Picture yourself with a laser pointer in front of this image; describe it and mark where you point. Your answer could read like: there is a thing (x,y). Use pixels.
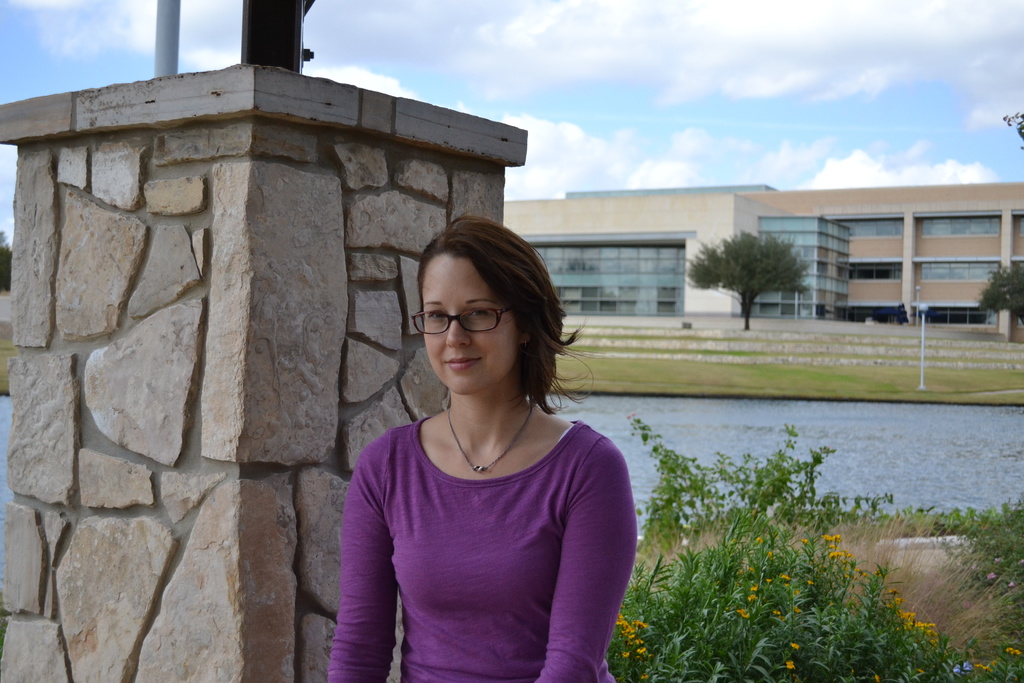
This picture is clicked outside. In the center (503,324) we can see a woman (425,435) wearing t-shirt (450,497), spectacles (482,320) and seems to be sitting and we can see the flowers (843,553) and plants (837,568). On the left (228,241) there is a stone object (168,172). In the background (609,87) we can see the sky (631,93) with the clouds (589,78) and we can see the buildings (729,226), trees (991,294), green grass (766,384) and a water body (815,427) and some other objects (1016,355).
